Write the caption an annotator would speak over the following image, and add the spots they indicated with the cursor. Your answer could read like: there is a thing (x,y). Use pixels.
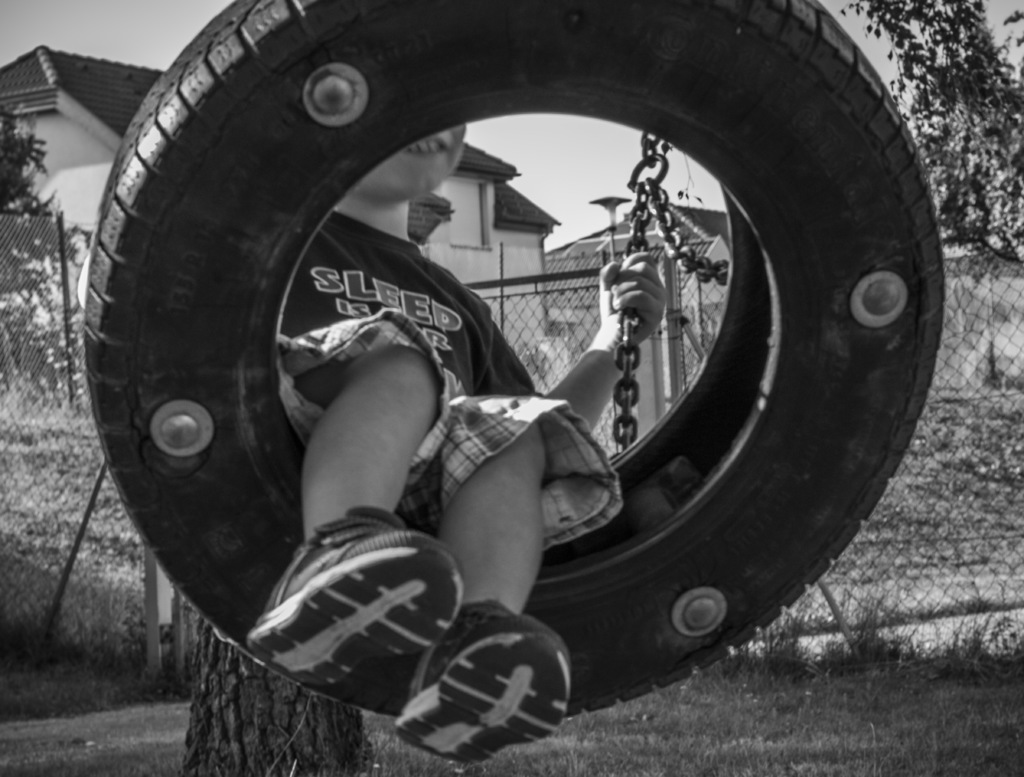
In the center of the picture (403,495) there is a kid (423,327) in a swing (289,511), he is holding chain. In the background (51,490) there are trees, fencing (847,593), grass (1022,482), branch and buildings (477,227).
